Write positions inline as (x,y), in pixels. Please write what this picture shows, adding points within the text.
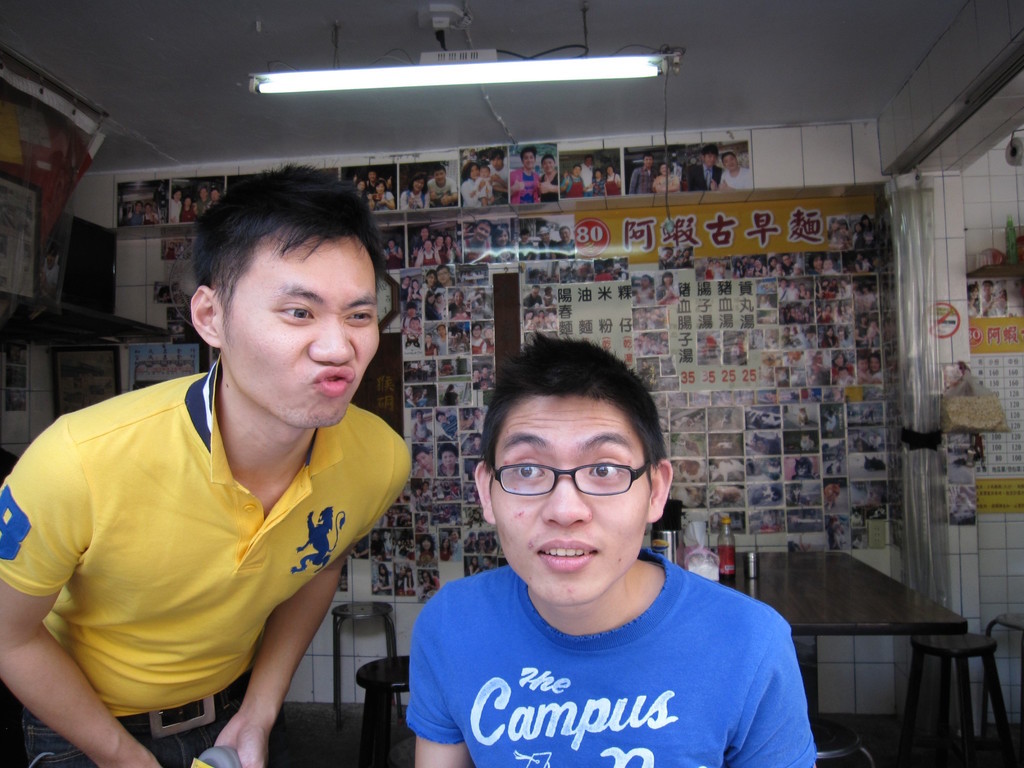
In this image I can see two persons (533,493). There is table (838,591) and a chair (972,643). At the background (796,351) we can see a pictures (697,260) on the wall (781,219).
